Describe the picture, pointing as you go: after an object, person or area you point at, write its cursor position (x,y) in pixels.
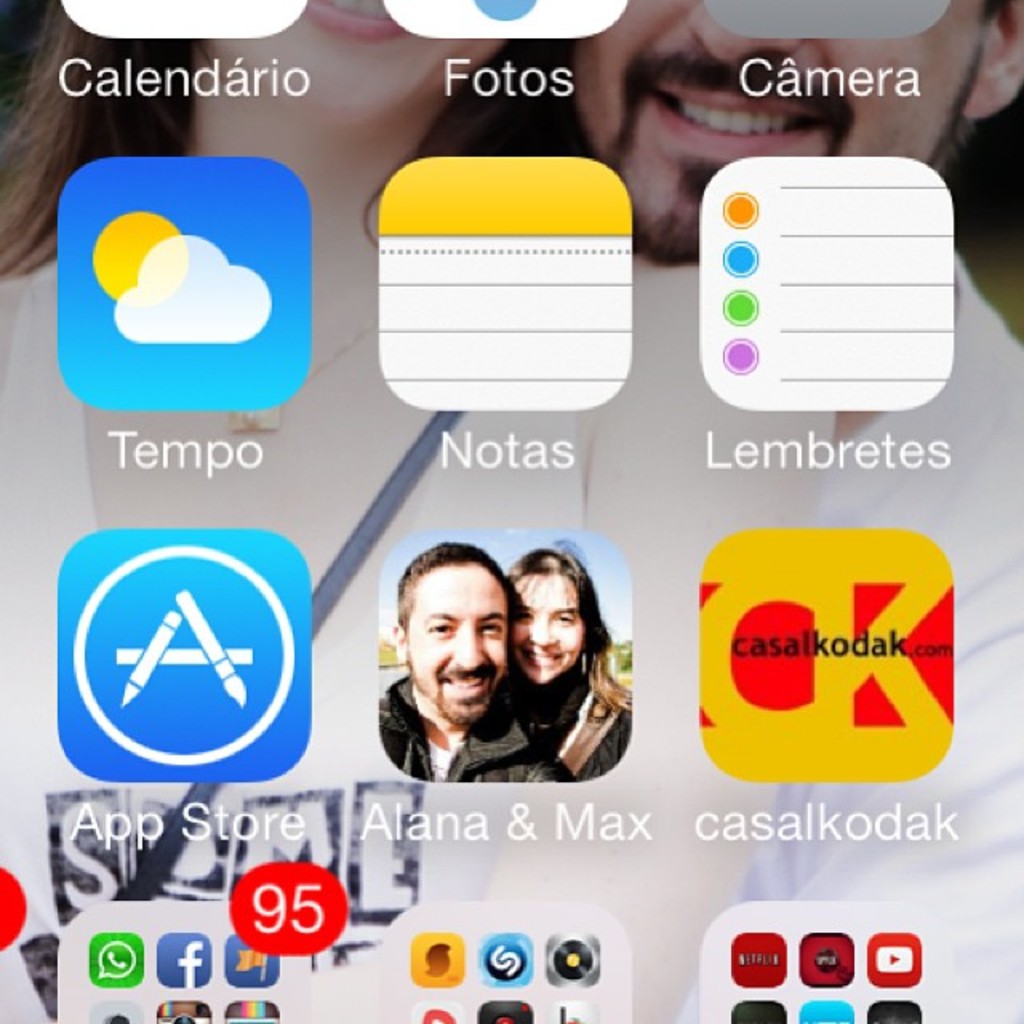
In this image we can see icons (535,329) on the screen (532,684).
